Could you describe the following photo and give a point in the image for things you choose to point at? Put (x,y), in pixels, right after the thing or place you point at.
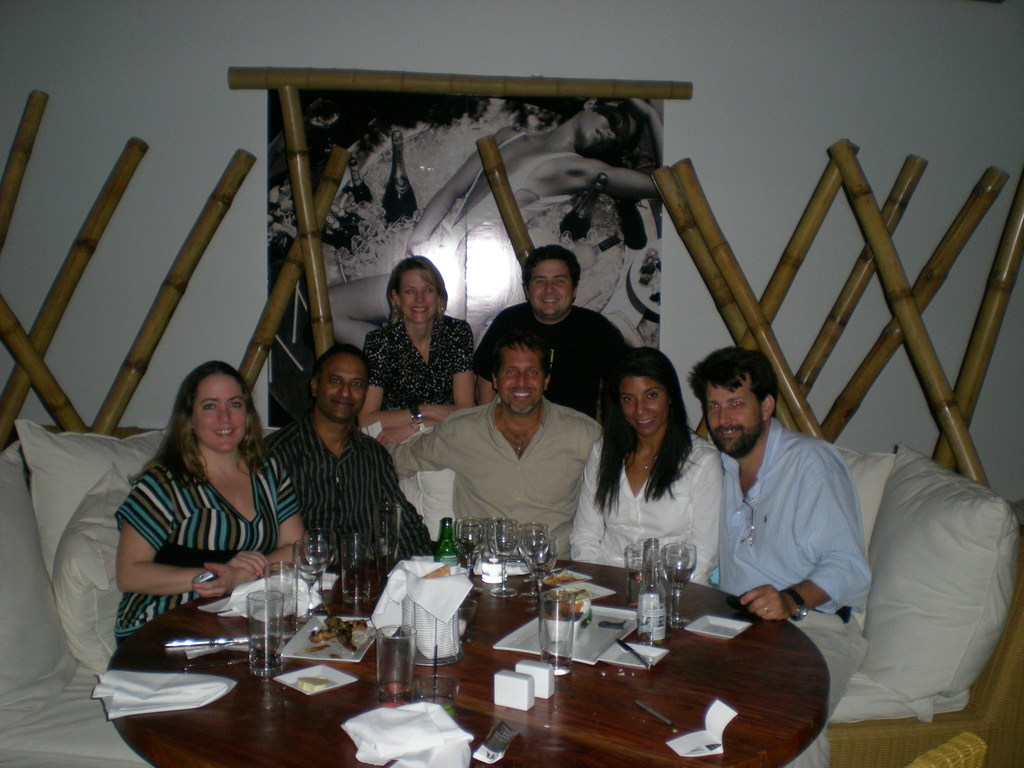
There is a group of people (538,521). They are sitting on a chair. There is a table (492,650). There is a glass (380,643), bottle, tissue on a table (482,591). In the center (454,389) we have a two persons (464,400). They are standing. We can see the background (496,294) there is a poster (581,105), stick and wall (753,213).
